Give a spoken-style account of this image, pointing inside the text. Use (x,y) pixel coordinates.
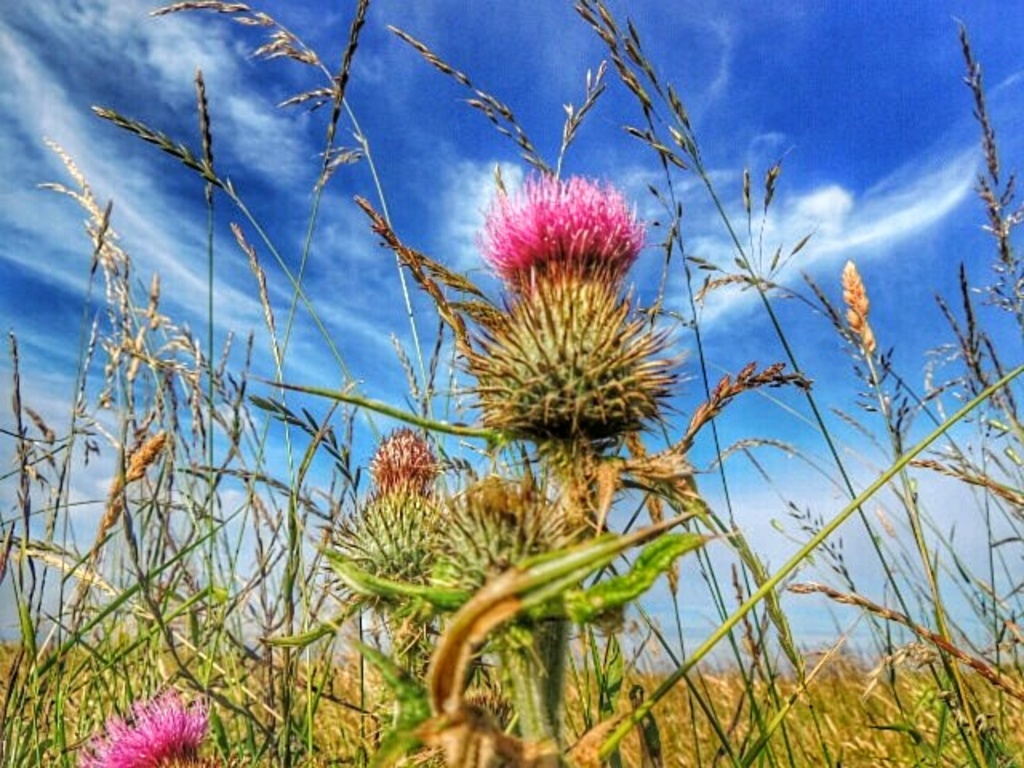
In this picture we can see plants (590,491) with flowers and in the background (90,542) we can see sky (240,625) with clouds (85,553).
